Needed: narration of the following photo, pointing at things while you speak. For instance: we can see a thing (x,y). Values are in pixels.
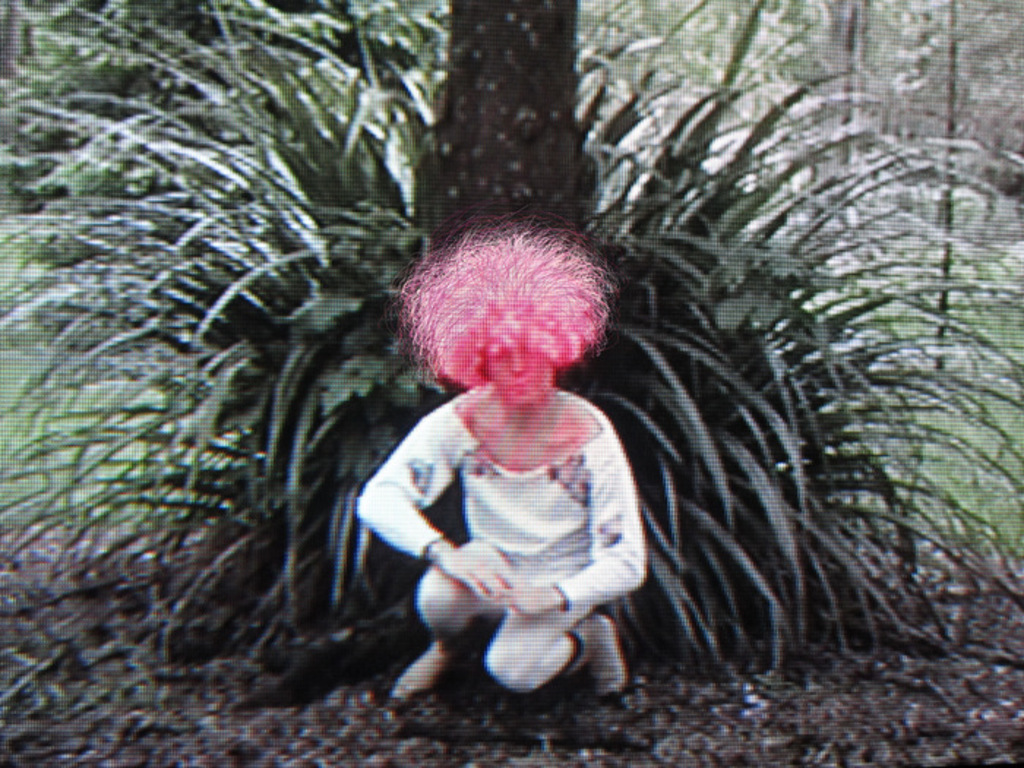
There is a person (485,563) sitting like squat position, behind this person (488,609) we can see plant (420,50), grass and tree trunk (556,114).
